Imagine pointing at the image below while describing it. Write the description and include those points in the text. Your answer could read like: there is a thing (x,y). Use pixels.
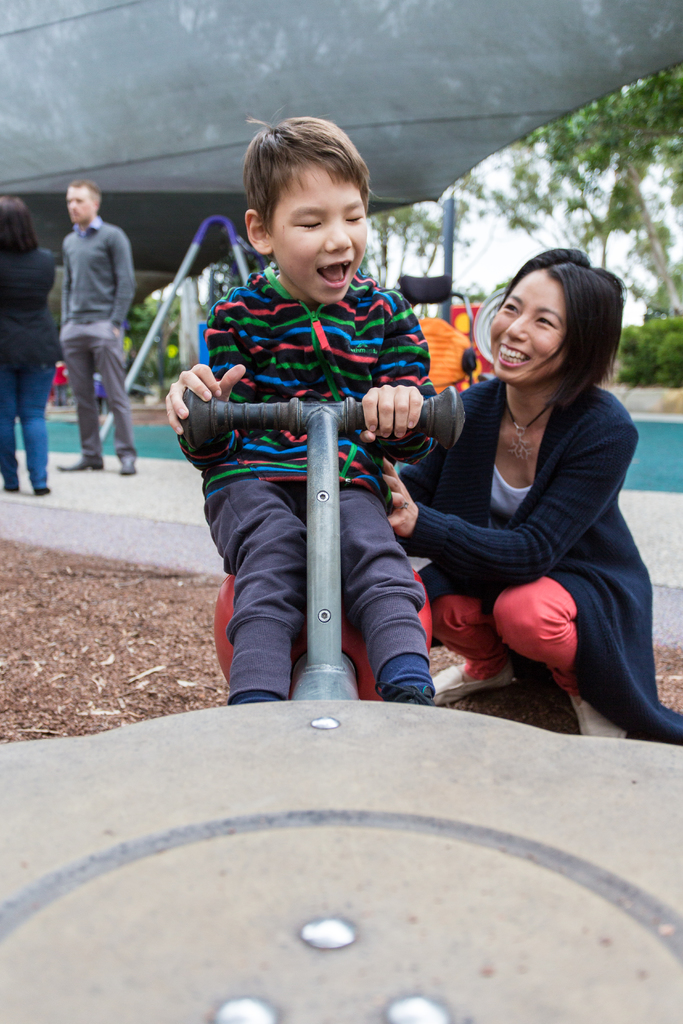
In this image we can see a boy (381,333) sitting on a seesaw (412,804). Near to him there is a lady (526,451) smiling. In the back (59,334) there are two persons (86,313) standing. In the background (642,197) there are trees (609,223) and some playing items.
